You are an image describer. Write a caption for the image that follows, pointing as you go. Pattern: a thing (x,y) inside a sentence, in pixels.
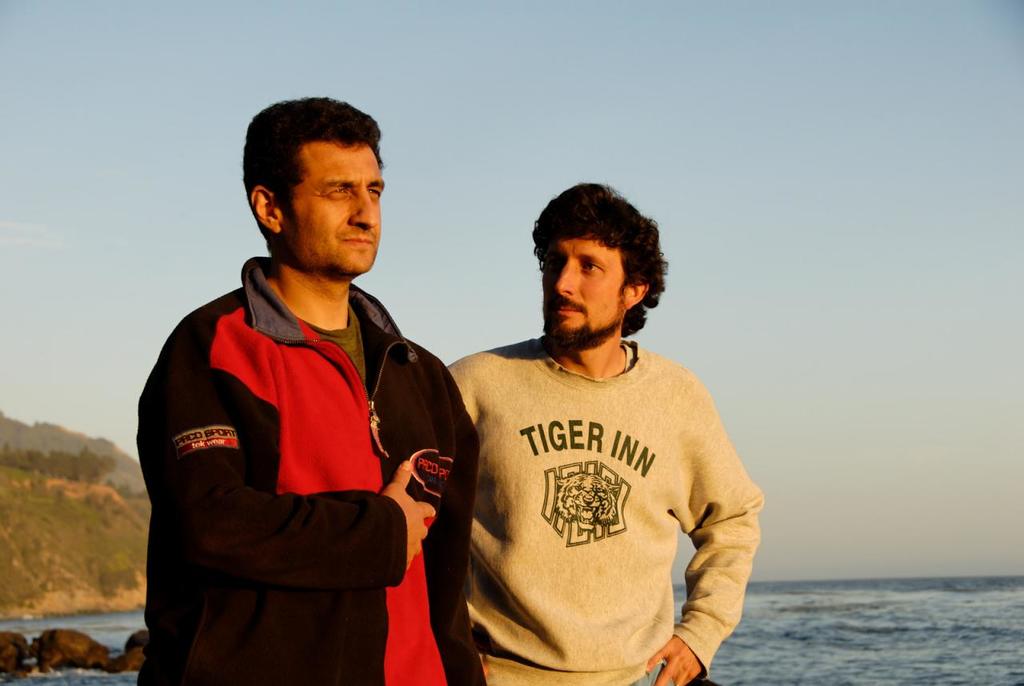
In this image I can see two persons (486,404) standing. The person (571,464) at right (709,573) is wearing cream color shirt (568,463) and the person (385,439) at left (269,427) is wearing black and red color shirt (248,458). Background (952,662) I can see the water (869,636), few rocks (18,671) and the sky (271,72) is in blue color.
